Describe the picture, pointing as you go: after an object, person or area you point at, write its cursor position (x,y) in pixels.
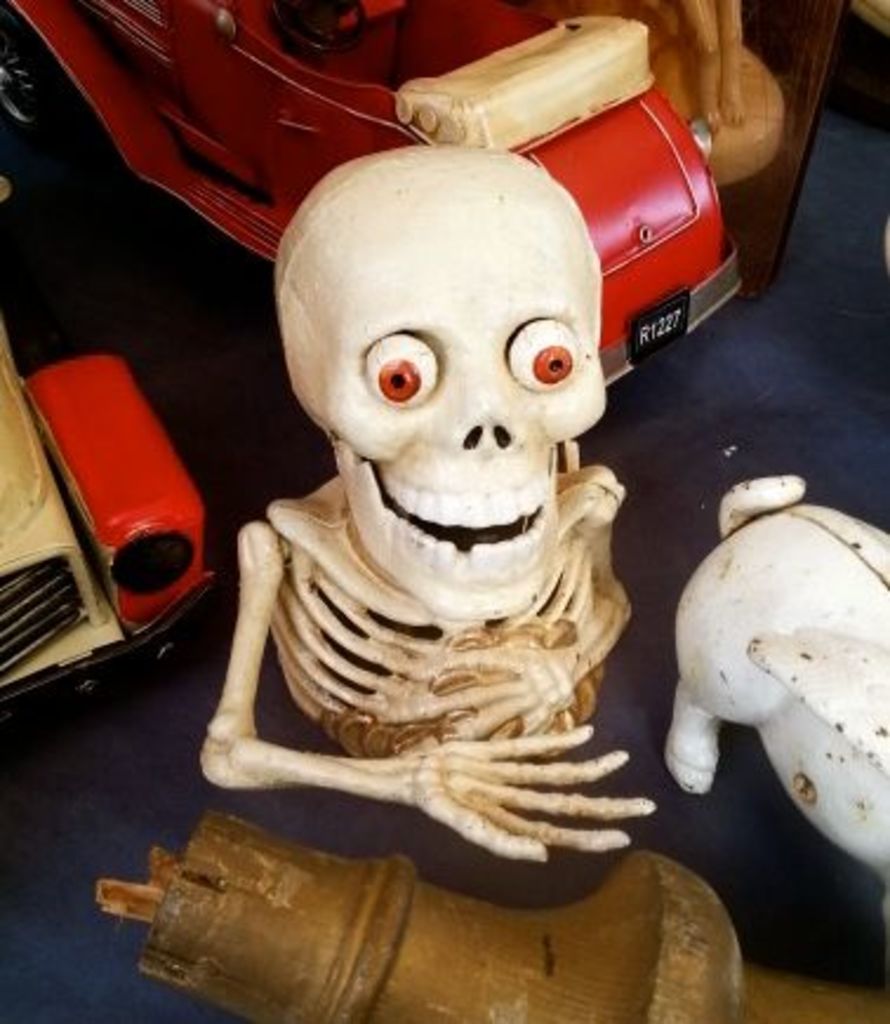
In this image, we can see few toys (52,531), some objects (366,920), skeleton (441,600) is placed on the surface (723,367).
